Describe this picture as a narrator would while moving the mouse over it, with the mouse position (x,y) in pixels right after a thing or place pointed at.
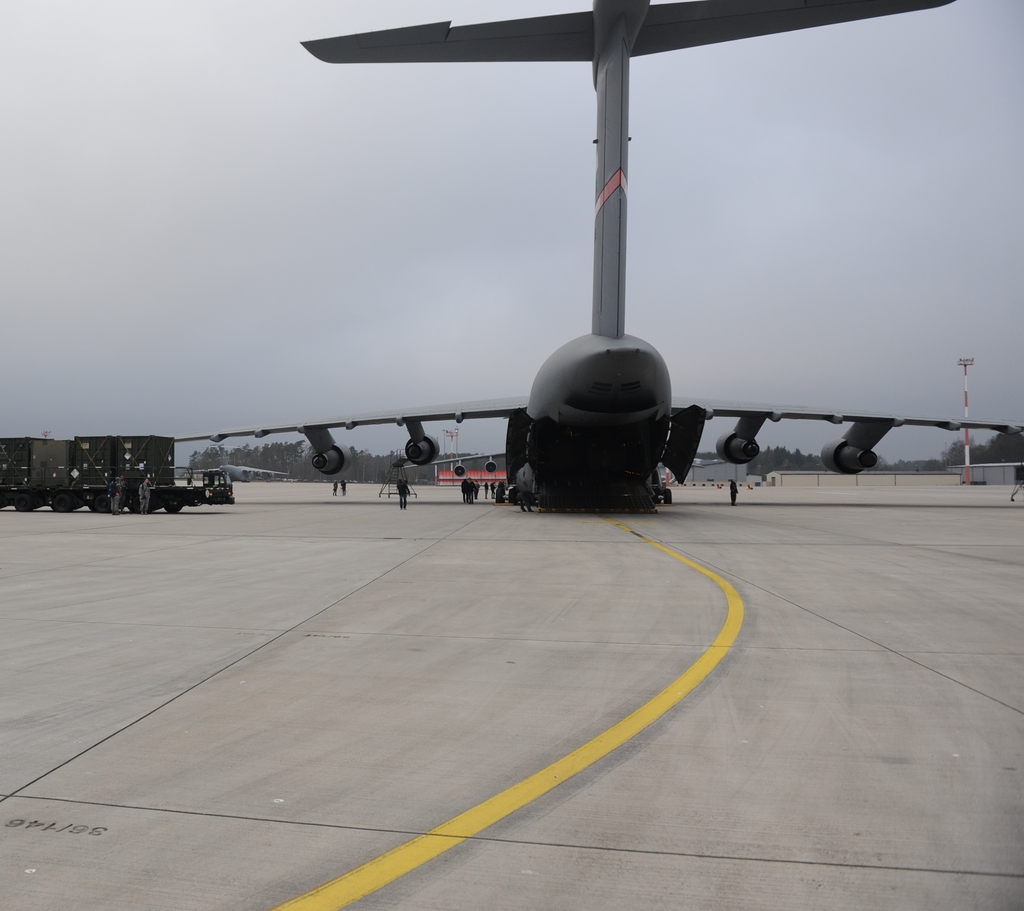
In the center of the image (581,382) we can see aeroplane (341,454) and persons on the runway (524,605). In the background (173,421) we can see trees (289,460), sheds (990,469) and sky (767,340).
